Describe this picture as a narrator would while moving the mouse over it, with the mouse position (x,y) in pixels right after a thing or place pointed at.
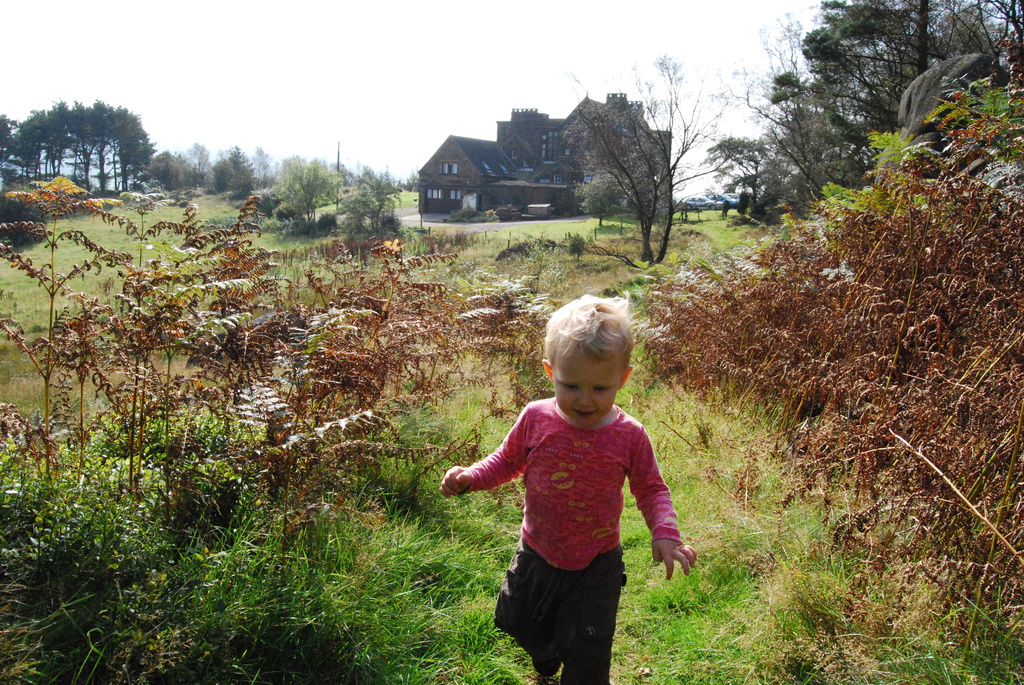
In this image we can see a house (521,168). There are many trees (66,126) and plants (188,252) in the image. There is a grassy land (511,517) and a baby (586,468) is walking. There are few vehicles (717,204) in the image. There is a white sky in the image.
